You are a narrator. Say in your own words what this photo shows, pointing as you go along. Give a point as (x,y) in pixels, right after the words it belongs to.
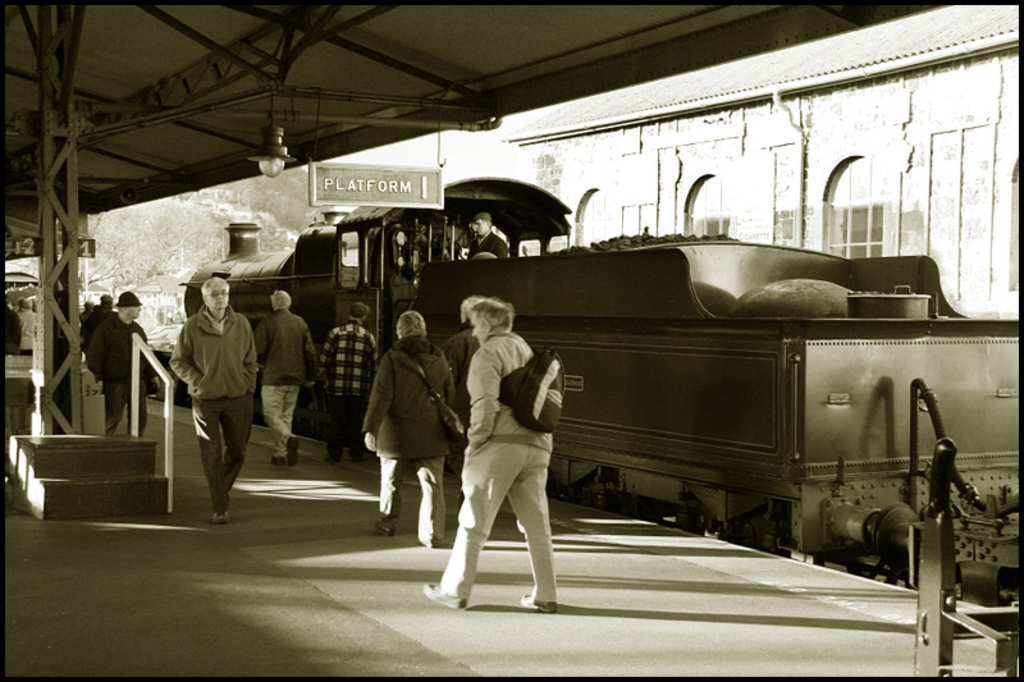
This is a black and white image. In the center of the image (552,452) we can see persons (494,460) walking on the platform (429,608). In the background (730,389) we can see train (199,293) on the railway track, building (669,150), trees (289,177) and sky (468,158).
